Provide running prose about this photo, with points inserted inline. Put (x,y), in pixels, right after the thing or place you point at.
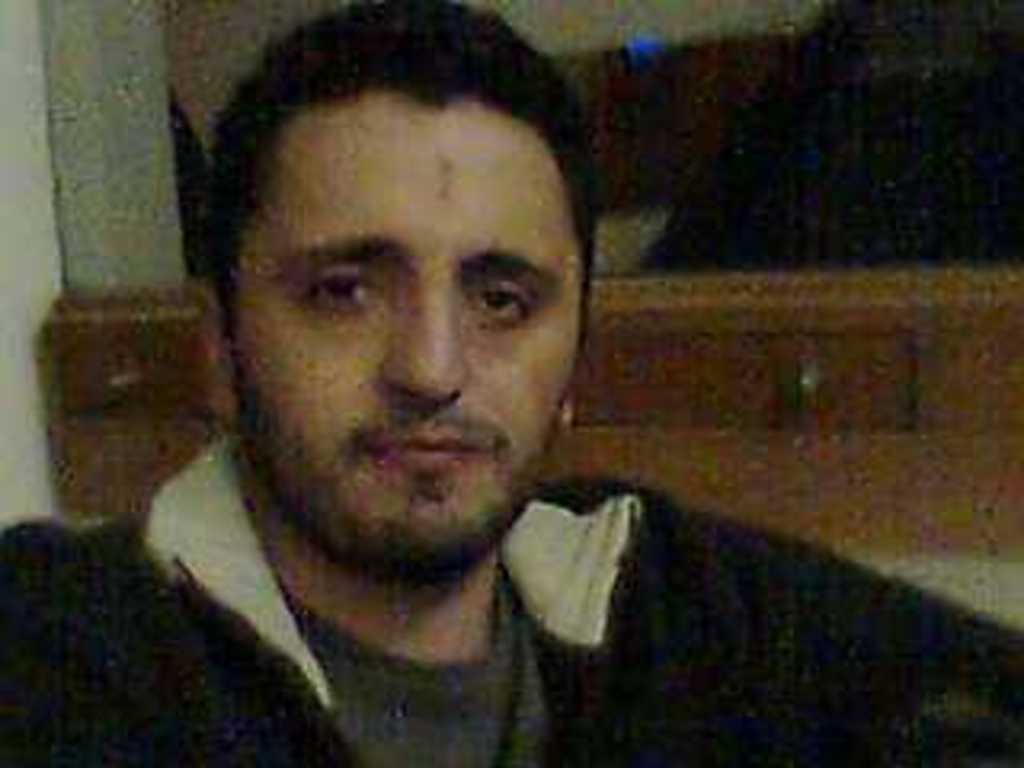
In the foreground of this image (440,501), there is a man (486,510) and the background (777,232) image is not clear.
